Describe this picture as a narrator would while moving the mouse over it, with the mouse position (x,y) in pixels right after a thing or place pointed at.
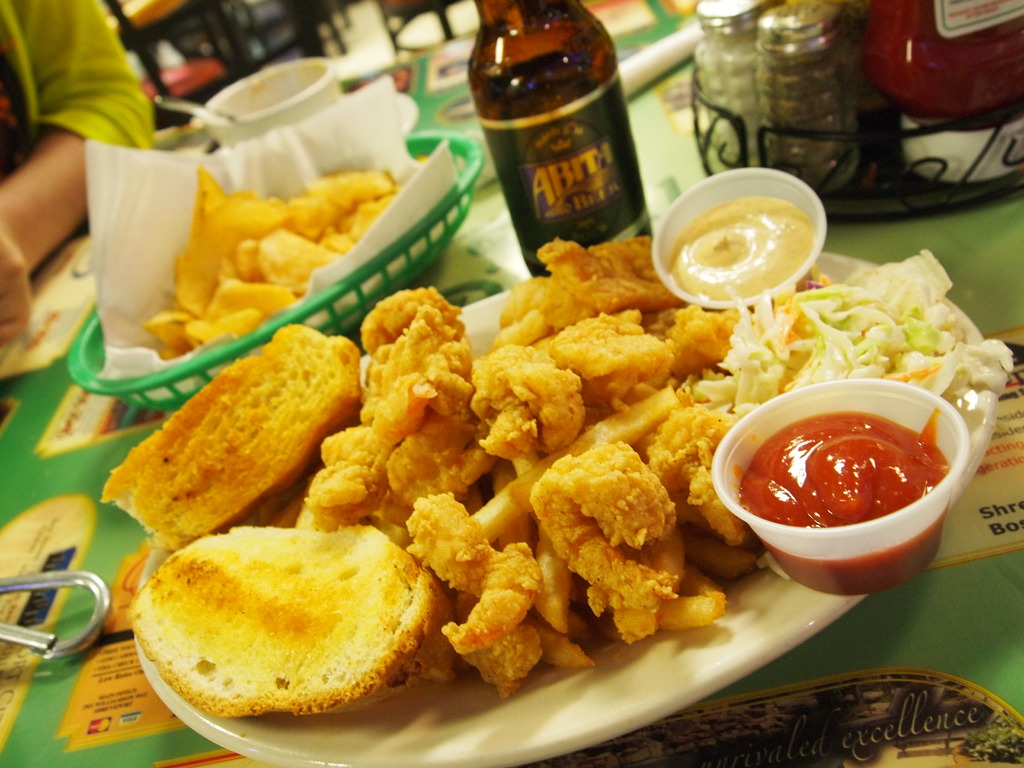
In this image we can see baked food (493,538) in a white color plate (538,681), sauce (789,488) in bowls (785,426), bottles (505,172) and other objects (384,137) are kept on the surface (121,682) as we can see in the middle of this image (628,499). There is one person (63,185) in the top left corner of this image (73,67).
